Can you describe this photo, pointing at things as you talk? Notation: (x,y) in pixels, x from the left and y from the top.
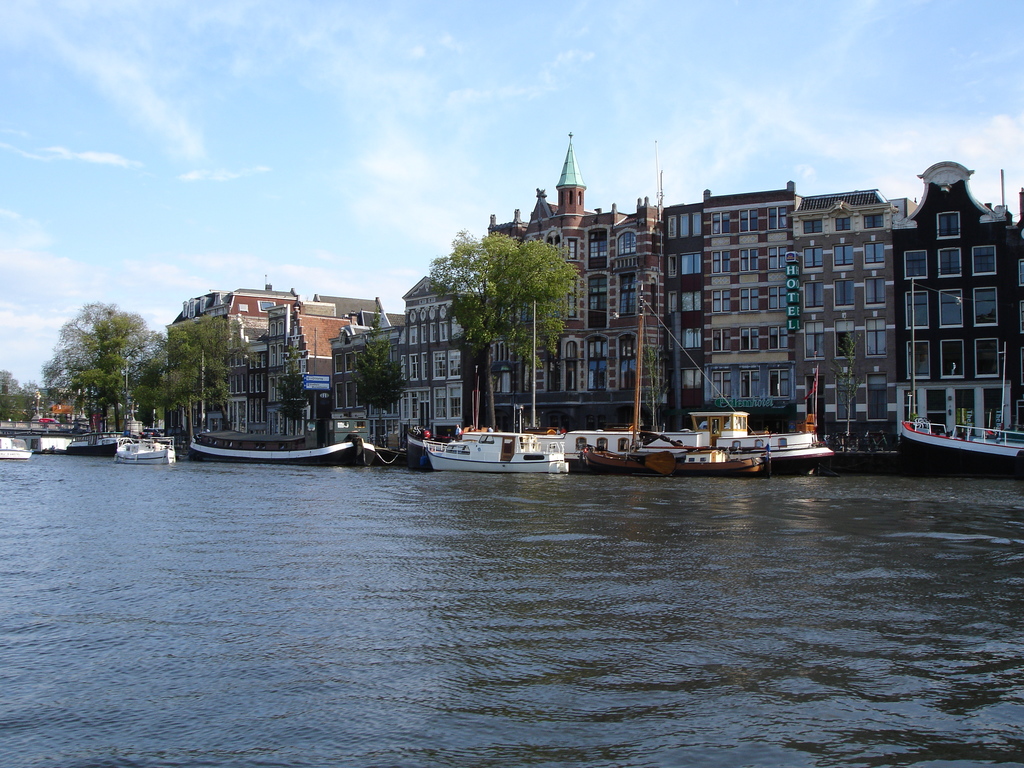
In this image there are boats (134,439) on a river (322,551), in the background (514,296) there are trees (514,316), buildings (907,303) and the sky (455,153).
